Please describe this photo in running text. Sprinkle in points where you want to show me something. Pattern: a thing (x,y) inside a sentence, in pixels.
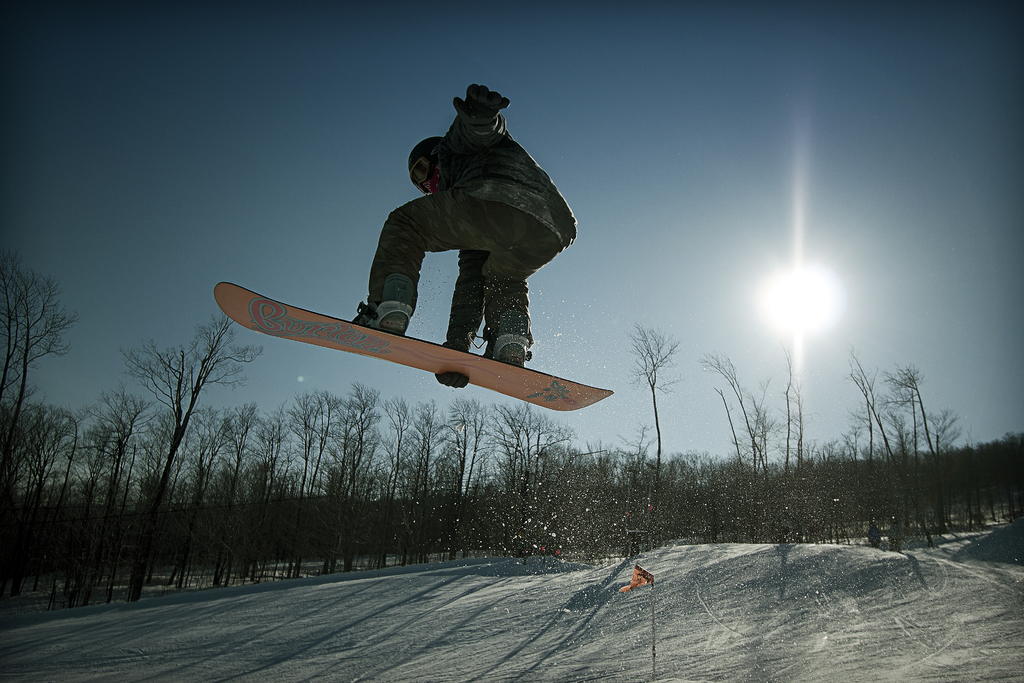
In this image, we can see a person (491,227) on snowboard (537,398). There are some trees (573,530) in the middle of the image (539,429). There is a flag (634,573) at the bottom of the image (648,574). On the right side of the image (789,293), we can see the sun (772,279) in the sky (849,249).
